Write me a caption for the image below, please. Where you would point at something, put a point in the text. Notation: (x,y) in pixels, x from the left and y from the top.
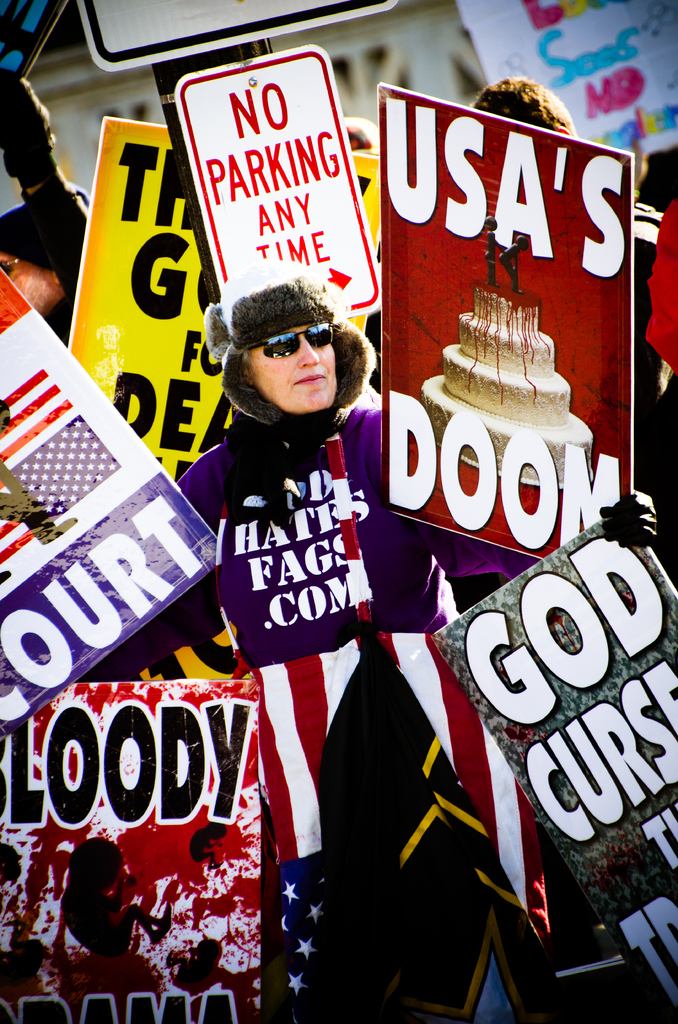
In this image we can see people (446,869) standing and holding placards (443,343) in their hands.
